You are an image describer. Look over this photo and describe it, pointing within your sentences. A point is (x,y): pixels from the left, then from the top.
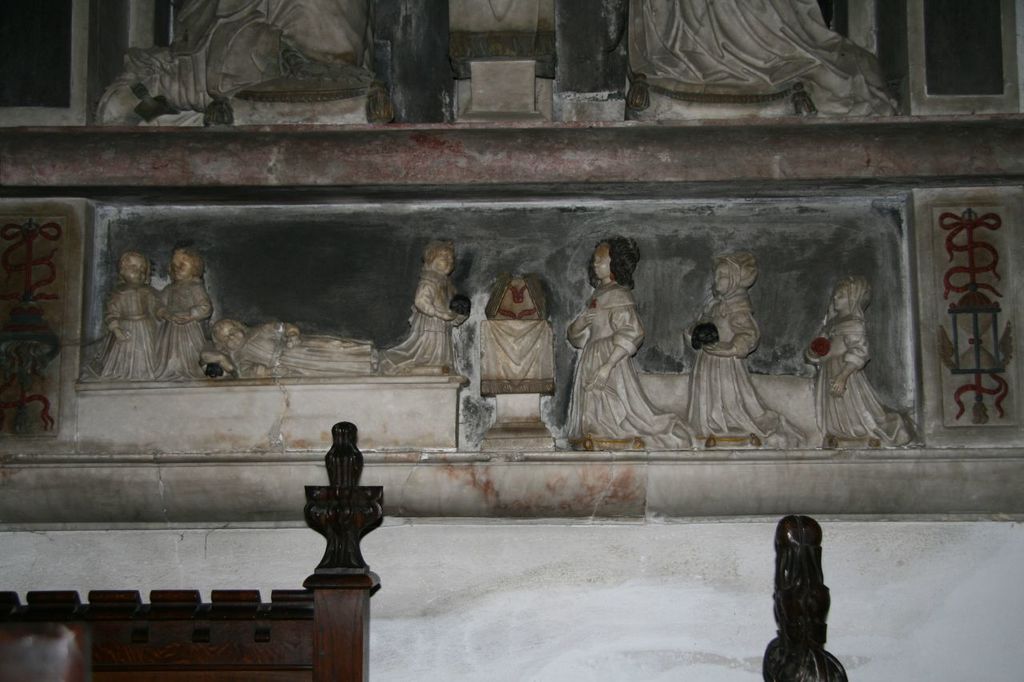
In this picture we can see sculptures (581,388) and this is wall (670,590).
